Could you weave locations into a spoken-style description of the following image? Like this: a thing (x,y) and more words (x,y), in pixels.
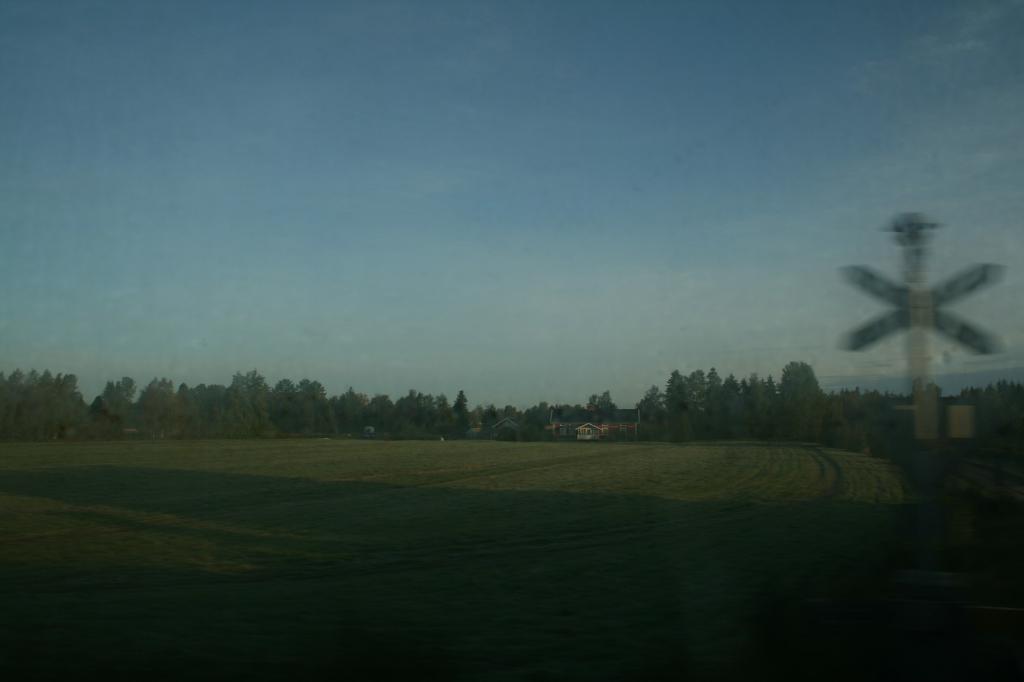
In the center of the image (626,428) we can see a building (612,433), house (599,427), window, roof (605,413). In the background of the image (421,435) we can see the trees (429,413), grass (601,494). On the right side of the image (957,325) we can see a sign (918,385). At the bottom of the image (296,535) we can see the ground (373,524). At the top of the image (663,182) we can see the sky (416,338).
